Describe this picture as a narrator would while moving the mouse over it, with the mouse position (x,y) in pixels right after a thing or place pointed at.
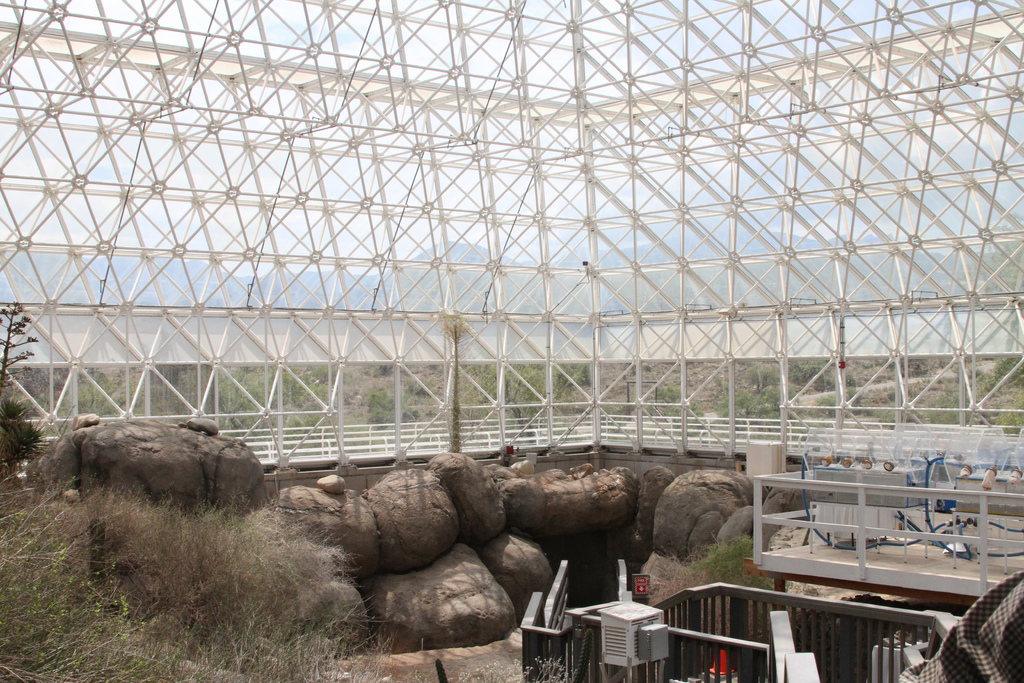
In this picture we can see stones (404,566), rods (315,159), plants (289,547), some objects (903,479) and in the background (121,270) we can see mountains (463,254) and the sky (522,156).
